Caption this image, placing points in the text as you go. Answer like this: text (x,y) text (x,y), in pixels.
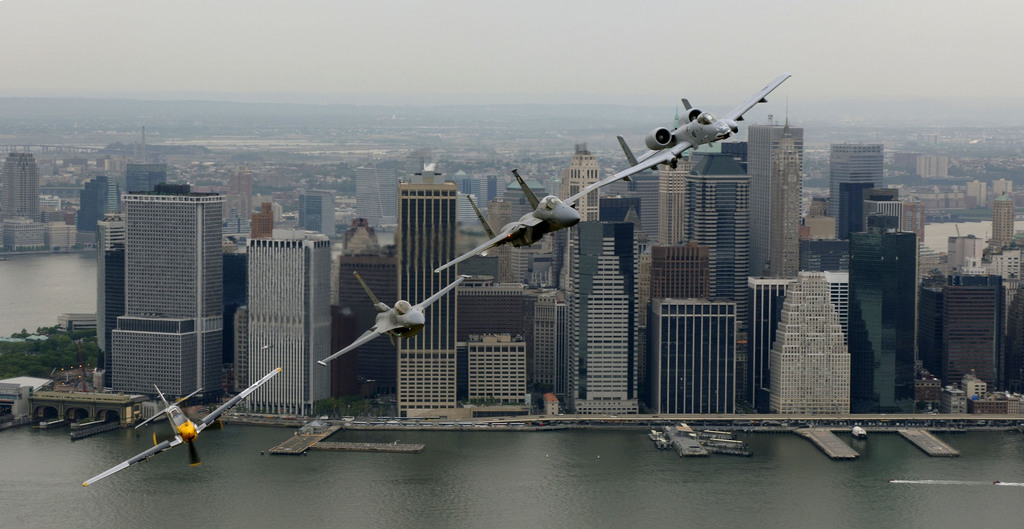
In this image we can see the airplanes (257,385). We can also see many buildings (193,265) and also the trees (87,358). We can see the water (7,324) and also the sky (573,36) at the top (732,52).
